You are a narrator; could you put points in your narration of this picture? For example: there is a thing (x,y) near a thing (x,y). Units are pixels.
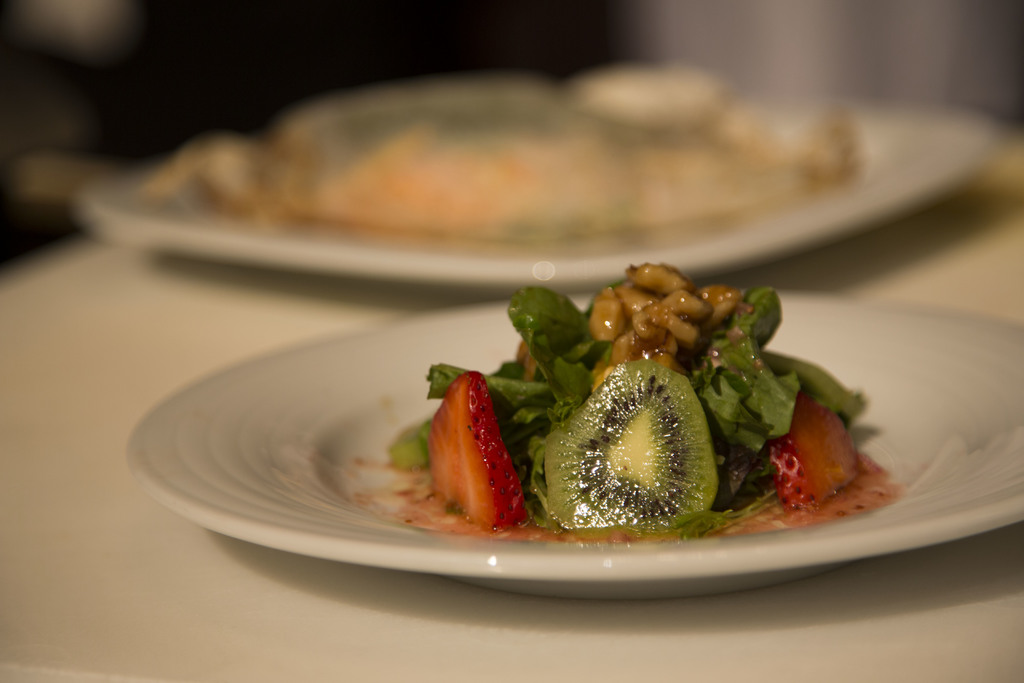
As we can see in the image there is a table (78,376). On table (65,352) there are white color plates (457,271). On plates (357,441) there are dishes (515,188) and the background (307,29) is blurred.
